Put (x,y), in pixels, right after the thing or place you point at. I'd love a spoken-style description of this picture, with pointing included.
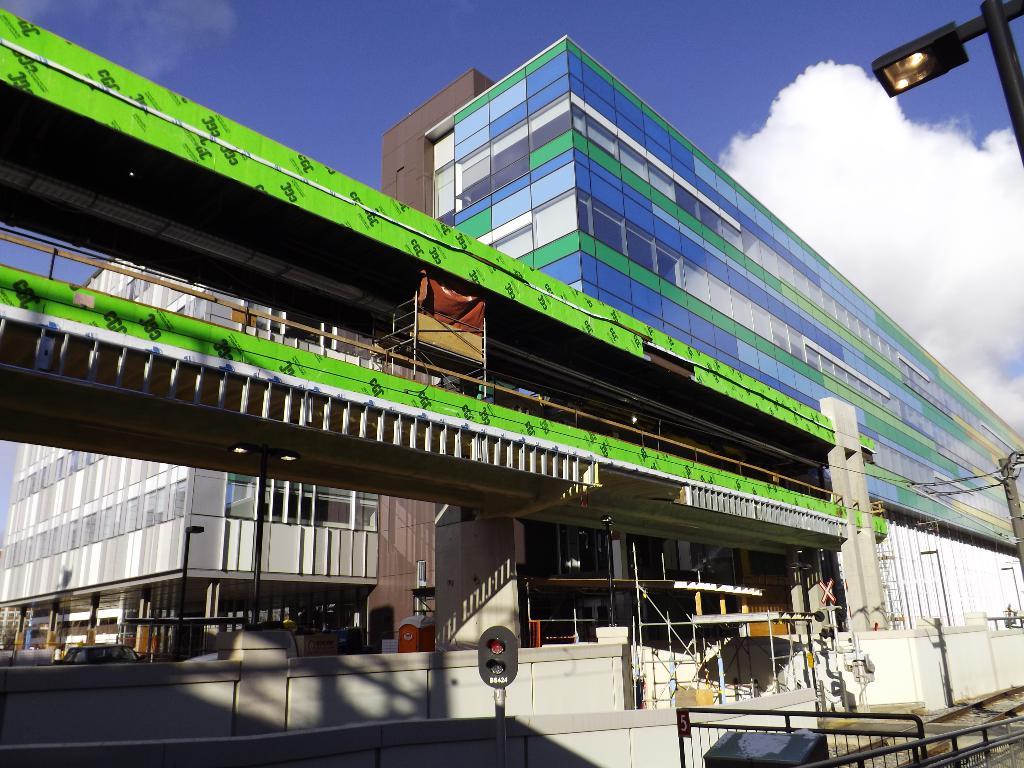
Here we can see buildings (568,110) and there is a light (903,68). In the background (856,58) there is sky (835,120) with clouds (917,271).
